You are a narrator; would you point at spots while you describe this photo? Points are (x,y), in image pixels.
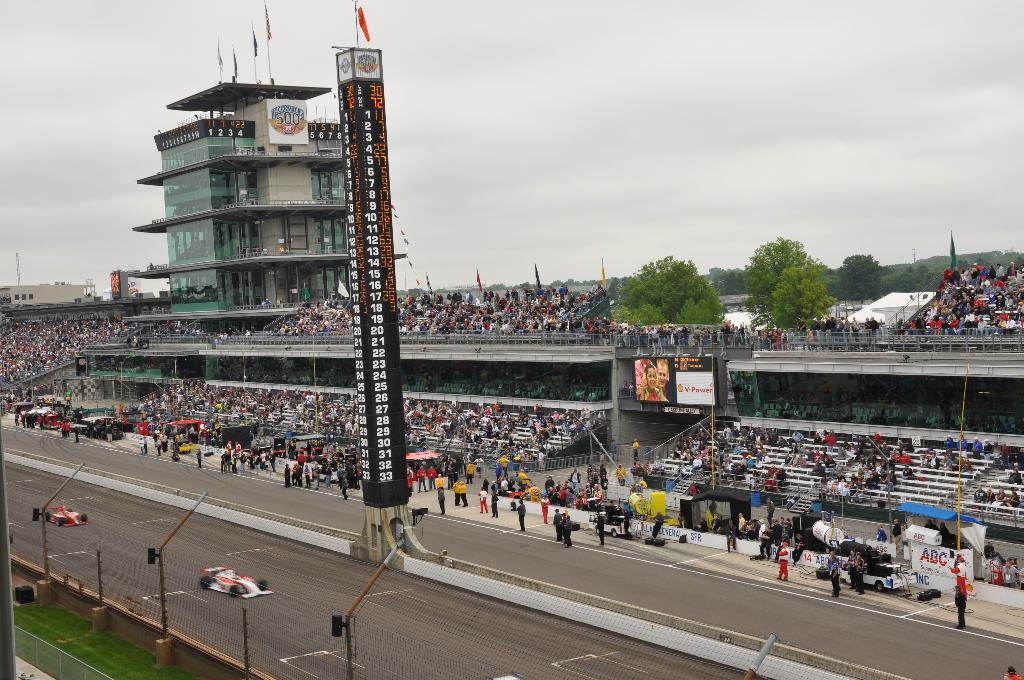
This picture might be taken inside a stadium (765,478). In this image, on the left side (64,521), we can see two sports cars (76,524) are moving on the road (369,613). In this image, in the middle (364,245), we can see a pole (363,310). On the right side (992,551), we can see a group of people (850,484), tents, trees (853,263), flags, building (271,178), glass window (172,160). At the top (786,84), we can see a sky (765,116) which is cloudy, at the bottom (467,598), we can see a road (330,590).
